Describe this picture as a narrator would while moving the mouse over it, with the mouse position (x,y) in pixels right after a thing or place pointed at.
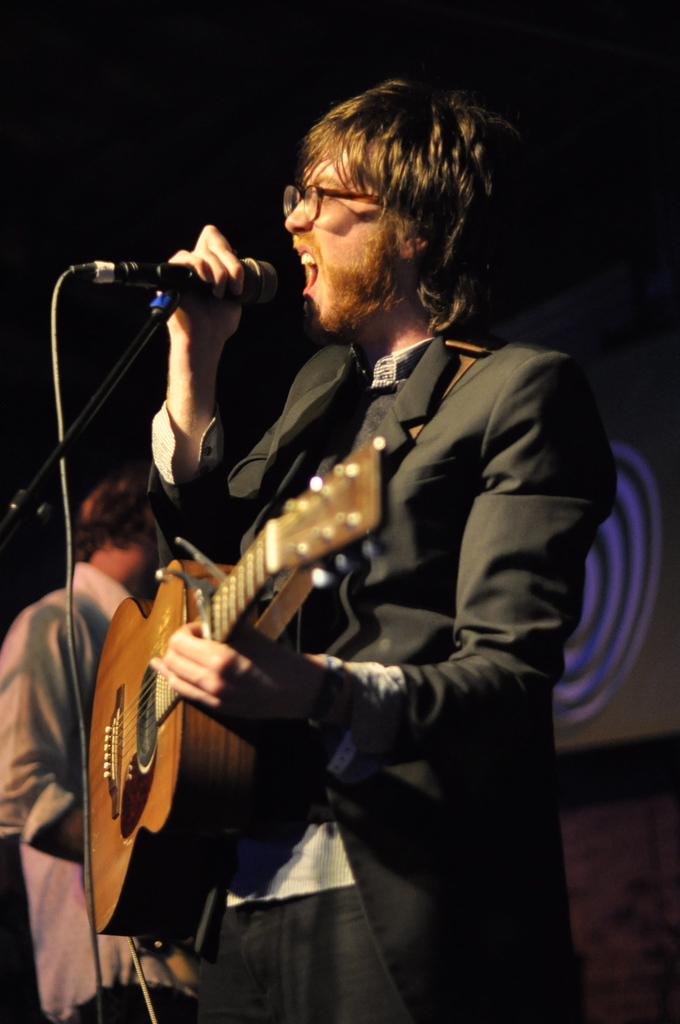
A man (451,368) is singing with a mic (246,287) in front of him and playing guitar (153,809).
